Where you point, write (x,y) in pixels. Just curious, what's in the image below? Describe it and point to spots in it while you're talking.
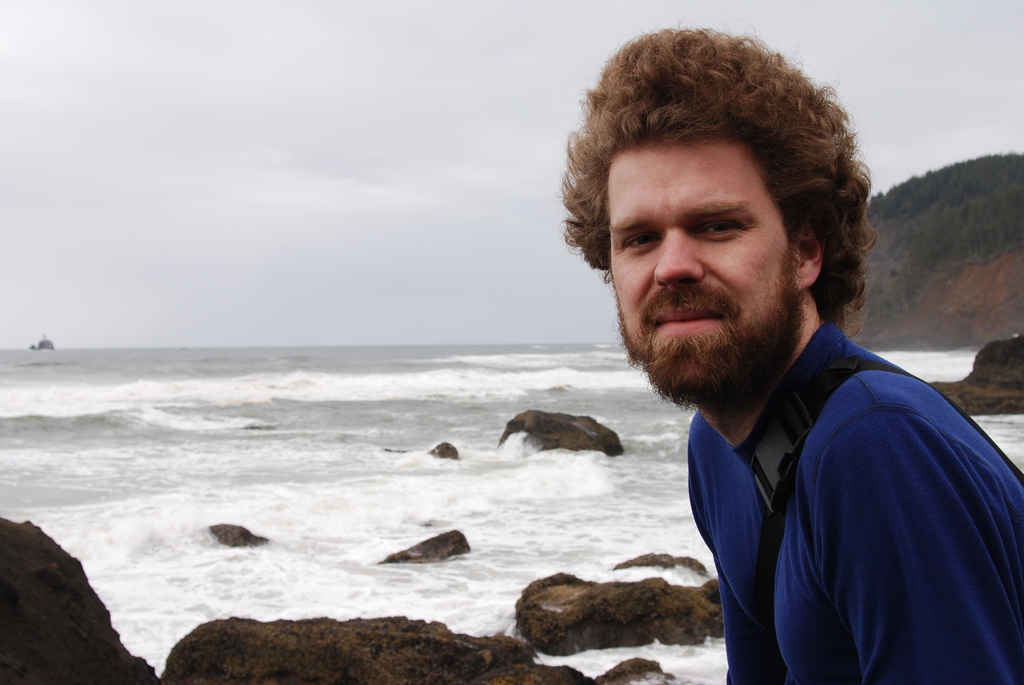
In the picture I can see a man (965,566) wearing blue color T-shirt (820,553) is on the right side of the image (882,632). Here we can see the rocks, water (135,491), hill (1001,224) and the cloudy sky (385,176) in the background (352,188).
